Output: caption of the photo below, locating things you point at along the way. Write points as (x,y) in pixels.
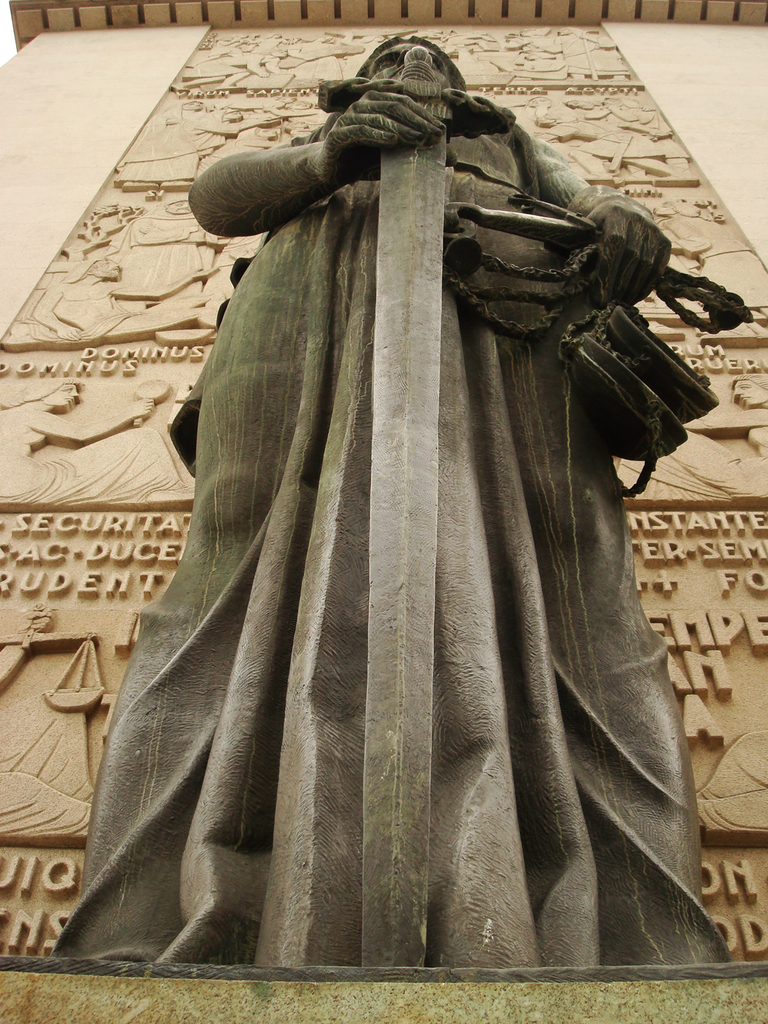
In this image in the center (341,526) there is one statue (441,253), and in the background (289,66) there is a wall (130,304). On the wall (703,494) there is some text (52,520).
